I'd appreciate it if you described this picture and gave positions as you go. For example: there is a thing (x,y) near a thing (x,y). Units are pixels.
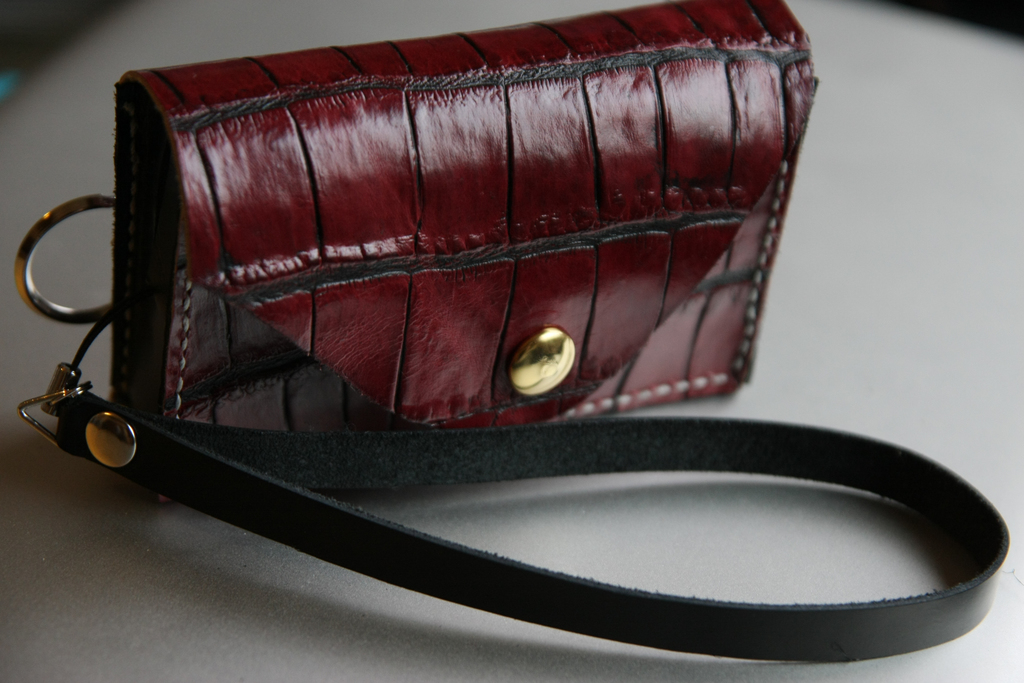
In this image i can see a red color handbag (577,278).
